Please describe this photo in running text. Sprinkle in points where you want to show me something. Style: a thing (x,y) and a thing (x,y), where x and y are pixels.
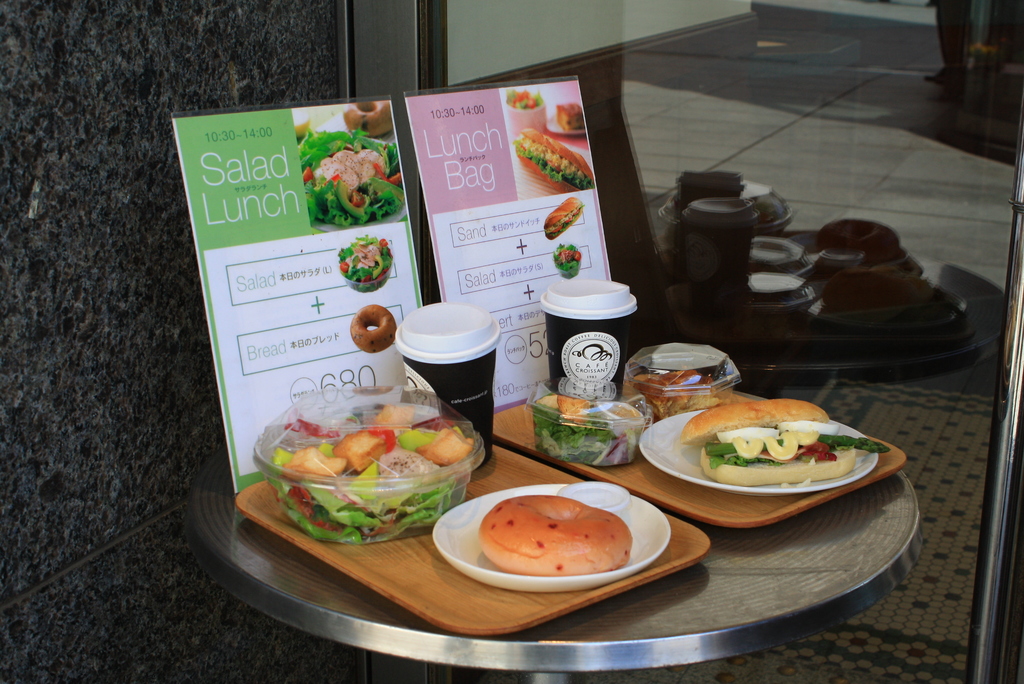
In this image I can see there is a table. On the table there is a plate (681,476) and a box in that there are some food items (412,453). And there are cups (575,313) and a menu card (254,393). And at the back (175,204) there is a wall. And there is a steel rod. And there is a glass (719,87) through it, I can see there is a floor (981,255).
